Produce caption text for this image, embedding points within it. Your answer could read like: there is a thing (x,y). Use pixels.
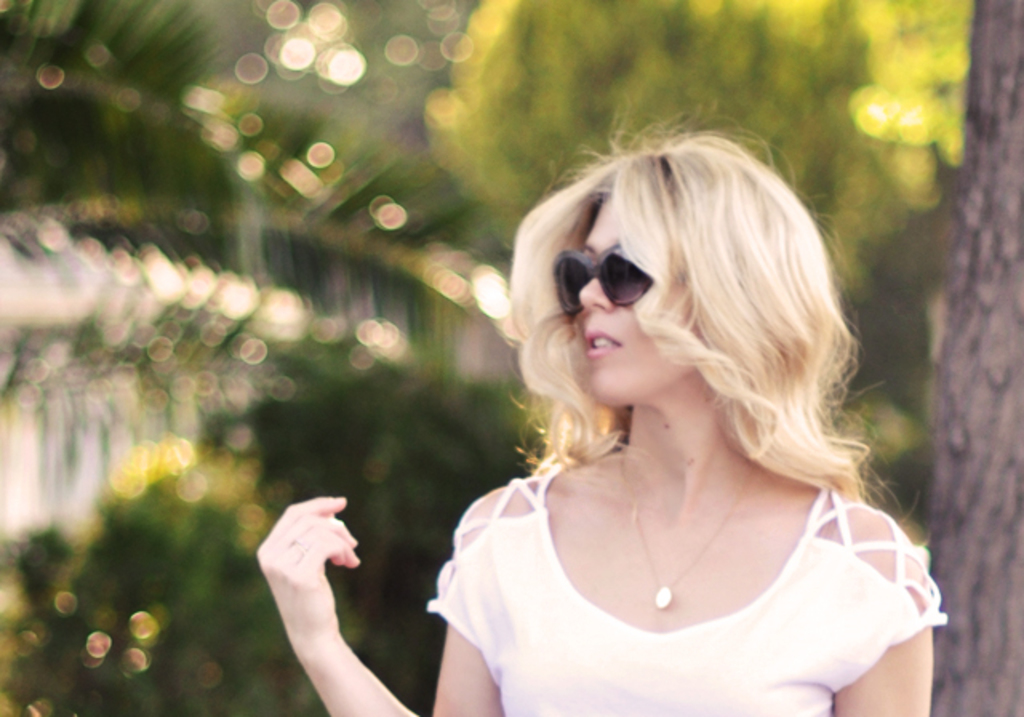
In this picture we can see a woman (645,593) here, she wore goggles (627,303), we can see a tree (1013,167) in the background (759,29).
